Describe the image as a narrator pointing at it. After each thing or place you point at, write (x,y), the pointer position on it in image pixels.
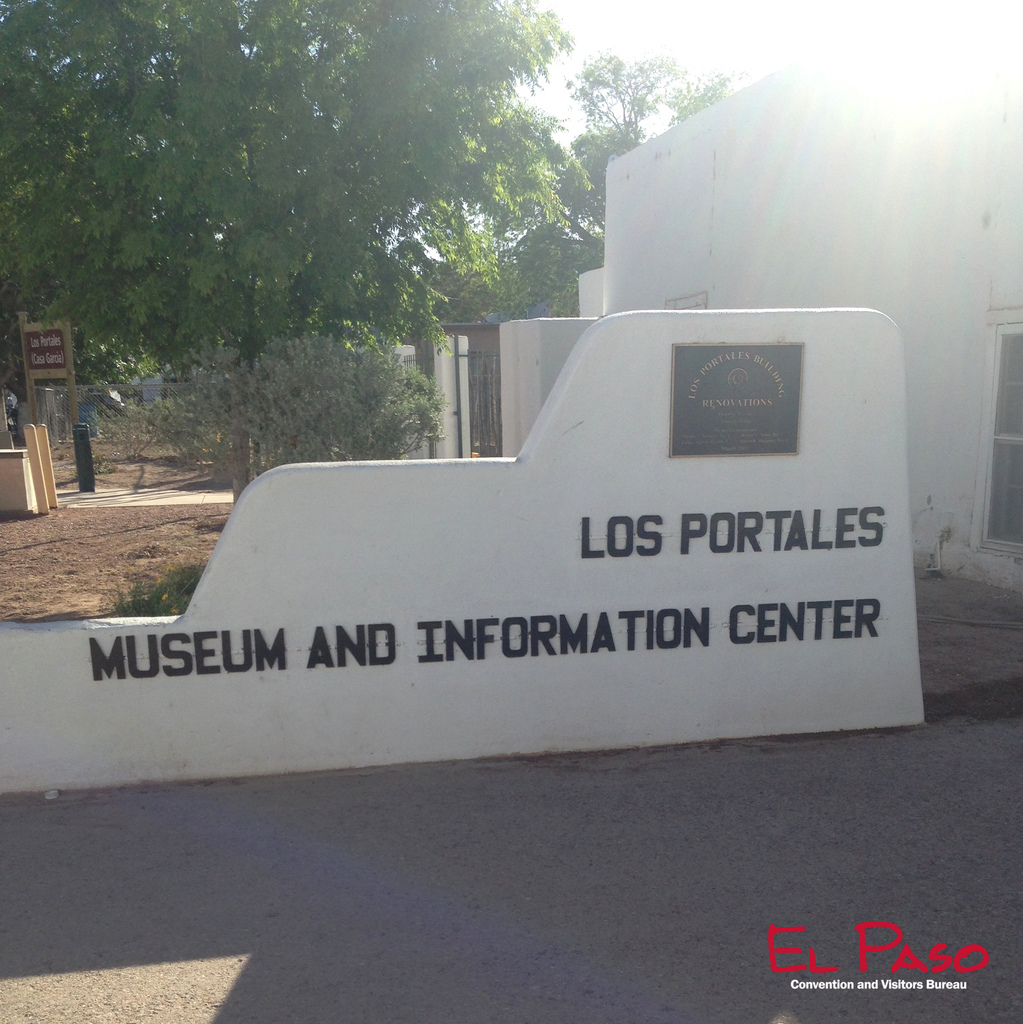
In this image I can see a house (862,217) and in front of the house (919,281) I can see the wall (503,500) and on the wall (667,517) I can see text (523,621) and notice board (726,435) and at the top (391,235) I can see tree (33,195) and sun light (858,68) and sign board (55,372) and plants (334,403).
